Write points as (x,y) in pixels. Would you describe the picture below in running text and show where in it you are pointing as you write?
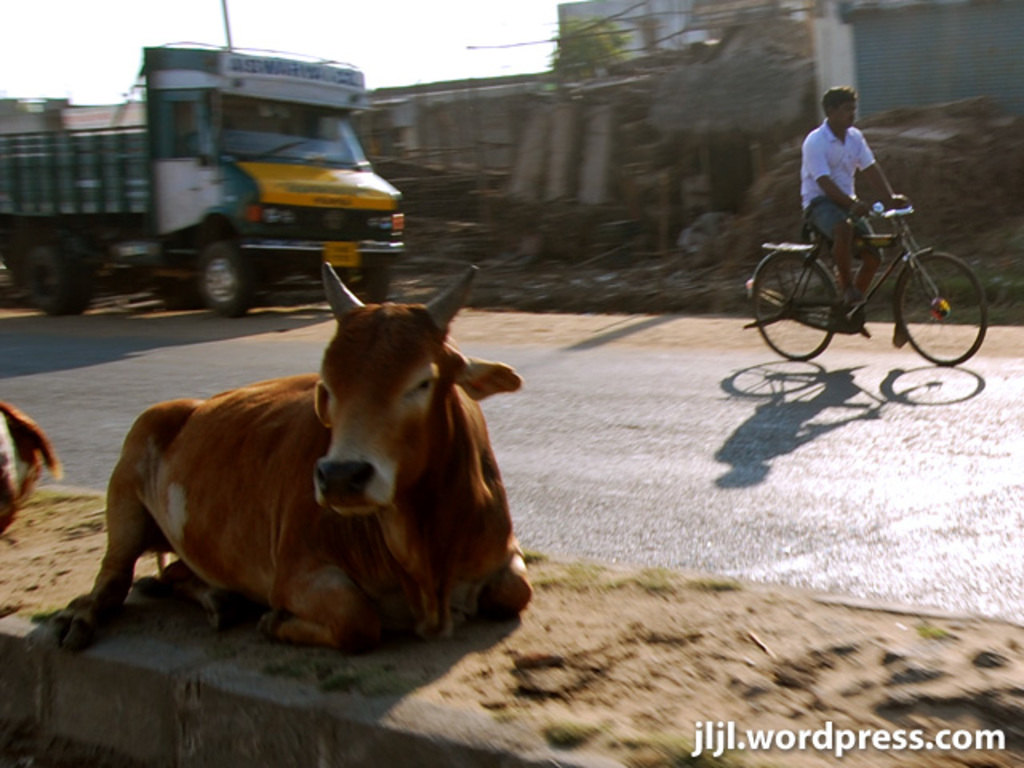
In this image, there is a person (815,183) riding a bicycle (886,211) on the road (724,433). There is a lorry (306,179) behind this cow (280,448). There is a building (815,70) beside the road (669,404). There is a sky (112,34) at the top left (146,18).
